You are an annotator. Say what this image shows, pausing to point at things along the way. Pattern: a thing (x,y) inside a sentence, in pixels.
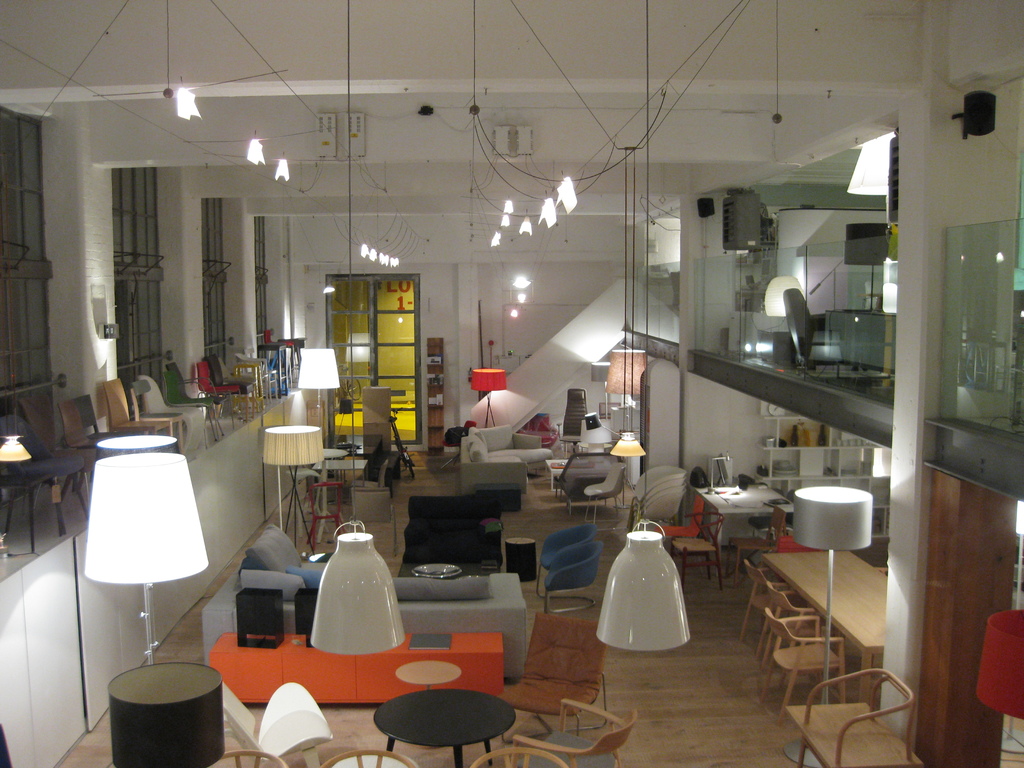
This is an inside view. Here I can see many tables (499,720), chairs (814,652), couches (428,600), lamps (160,505) and other objects (409,686) on the floor (635,697). On the left side (199,363), I can see few pillars (66,318) and chairs (161,418) are placed on the ground (9,547). In the background (345,291) there is a wall (437,275) and two doors (364,326). At the top (508,220), I can see few lights (567,188) along with the wires (682,97).
